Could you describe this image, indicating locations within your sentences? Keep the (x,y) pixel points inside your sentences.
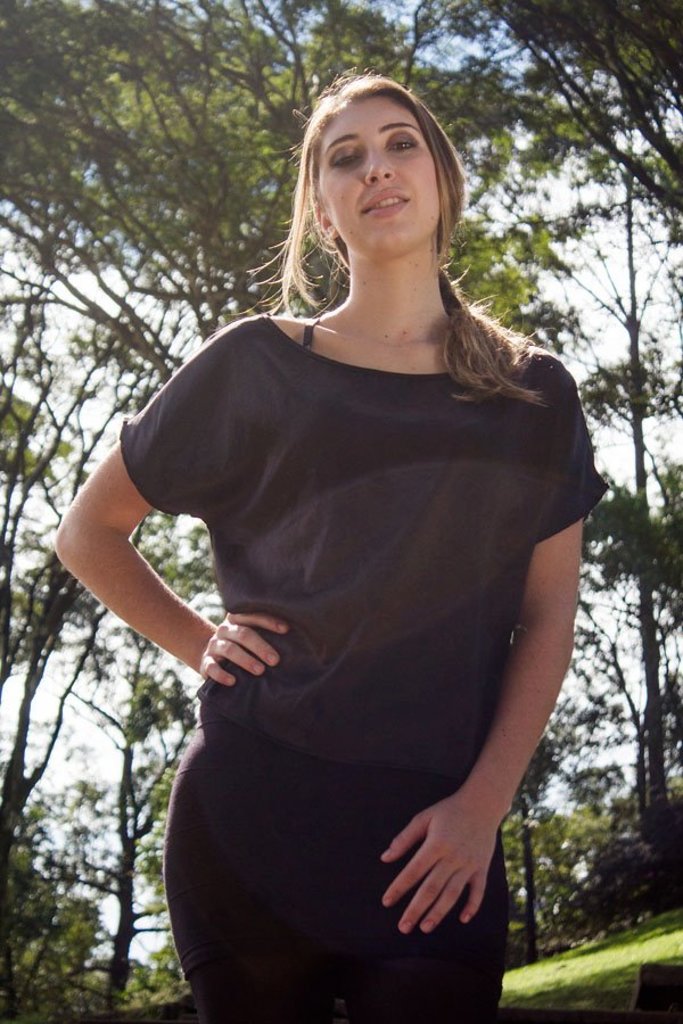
In this picture there is a woman (457,723) who is wearing black t-shirt (386,736) and she is smiling. Behind her I can see the trees (17,978). In the background (20,825) I can see many trees (37,968), plants (616,916) and grass (649,944). At the top (405,15) I can see the sky (395,6) and clouds (405,15).
